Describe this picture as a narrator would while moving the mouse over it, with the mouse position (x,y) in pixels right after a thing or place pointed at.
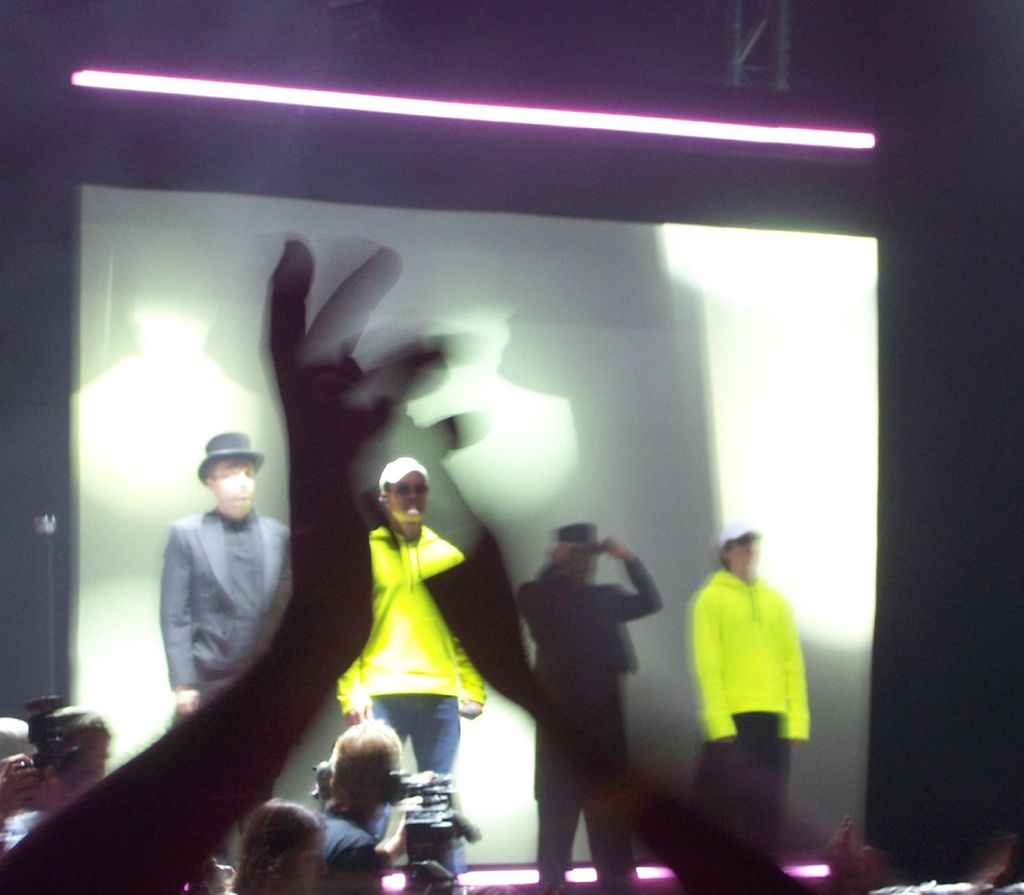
In this picture there are people (179,599) those who are standing in the center of the image (639,587) and there is a projector screen (138,506) in the background area of the image (234,380), there are other people (252,735) at the bottom side of the image (170,816).
